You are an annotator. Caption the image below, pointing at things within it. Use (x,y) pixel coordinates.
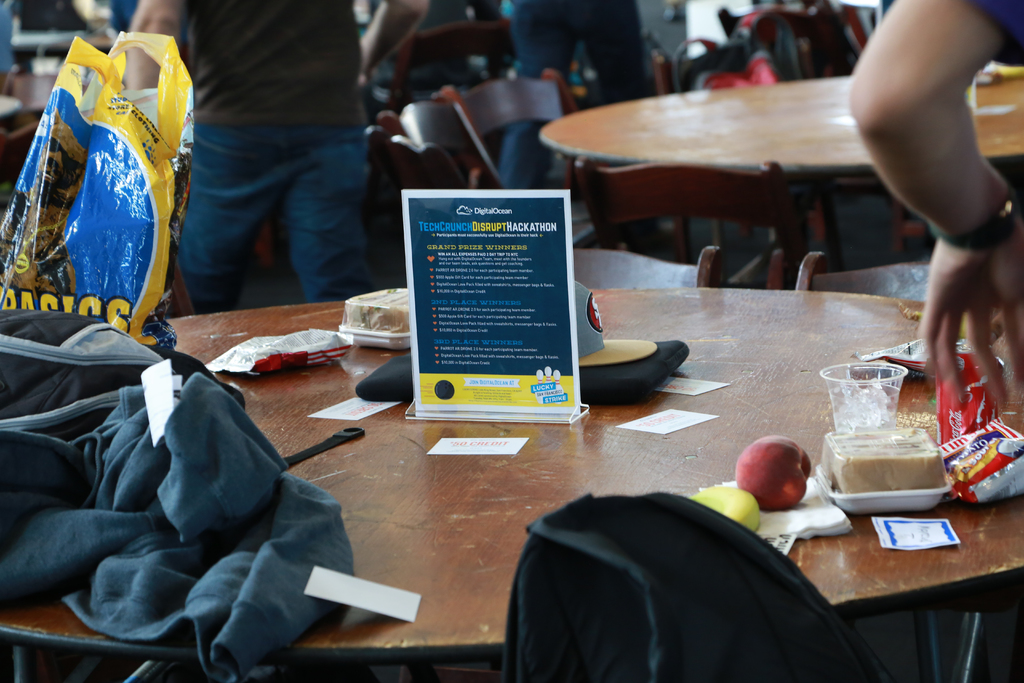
In the foreground of this image (439,400), on the table (483,463), there are fruits (803,482), glass (875,393), boxes (374,300), boards (487,334), cover (133,259), bag (134,240) and a coat (132,530) on it. At the bottom (637,620), there is a bag (643,636). In the background (403,133), there are people (370,51) standing, chairs (495,131) and a table (695,125). On the right (956,74), there is a hand (1008,257) of a person (955,197).
